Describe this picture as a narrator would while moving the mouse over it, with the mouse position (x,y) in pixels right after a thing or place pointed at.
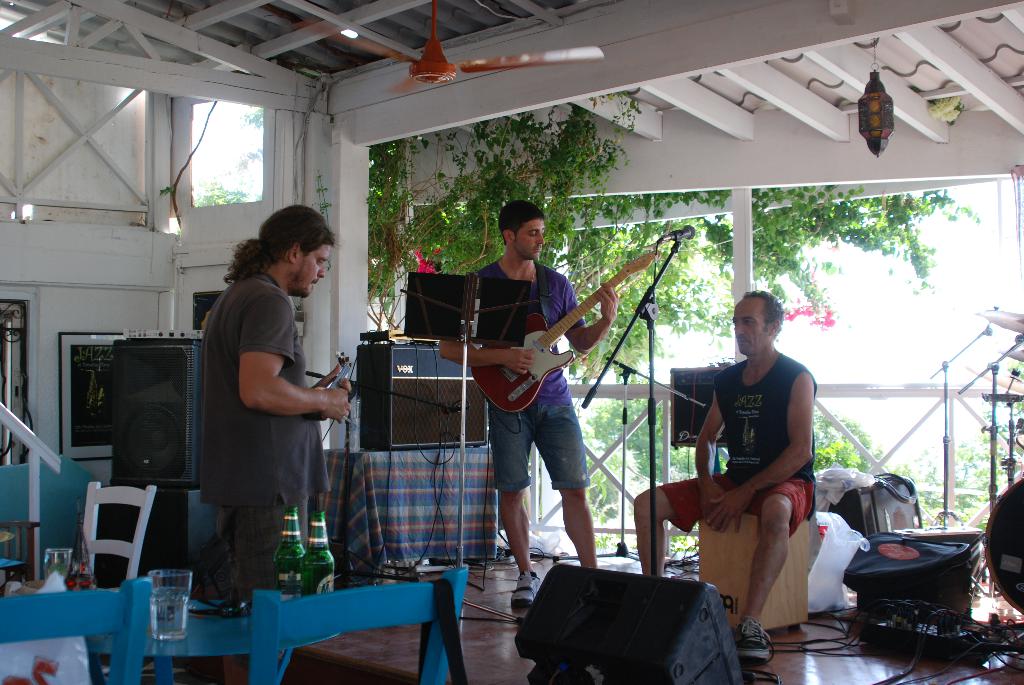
In this picture we can see a man (591,339) who is playing guitar (552,333). And he is standing on the floor (492,665). Here we can see a man (810,392) who is sitting on a box (725,568). And these are some musical instruments (455,391). And there is a chair (131,553). And in the background (701,219) we can see some trees (792,224). And this is the sky (933,320). And there is a fan (431,53) to the roof (272,41).
